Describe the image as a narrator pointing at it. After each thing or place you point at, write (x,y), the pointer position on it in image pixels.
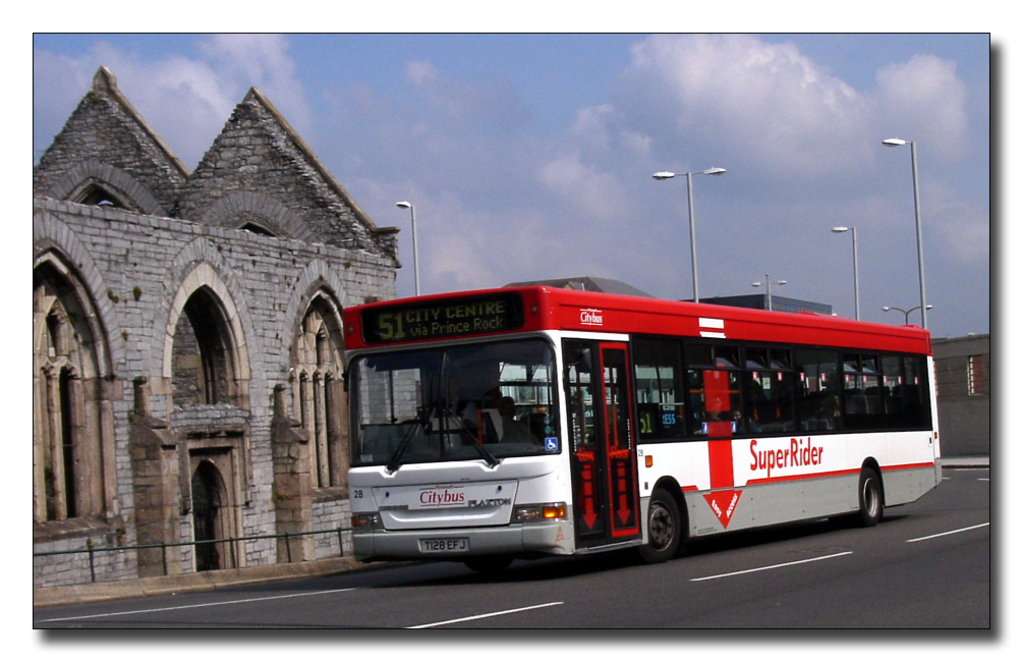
In this image there is a bus (498,494) moving on the road (728,602), there are a few street lights (661,174) and buildings (88,302). In the background (688,86) there is the sky (576,216).
